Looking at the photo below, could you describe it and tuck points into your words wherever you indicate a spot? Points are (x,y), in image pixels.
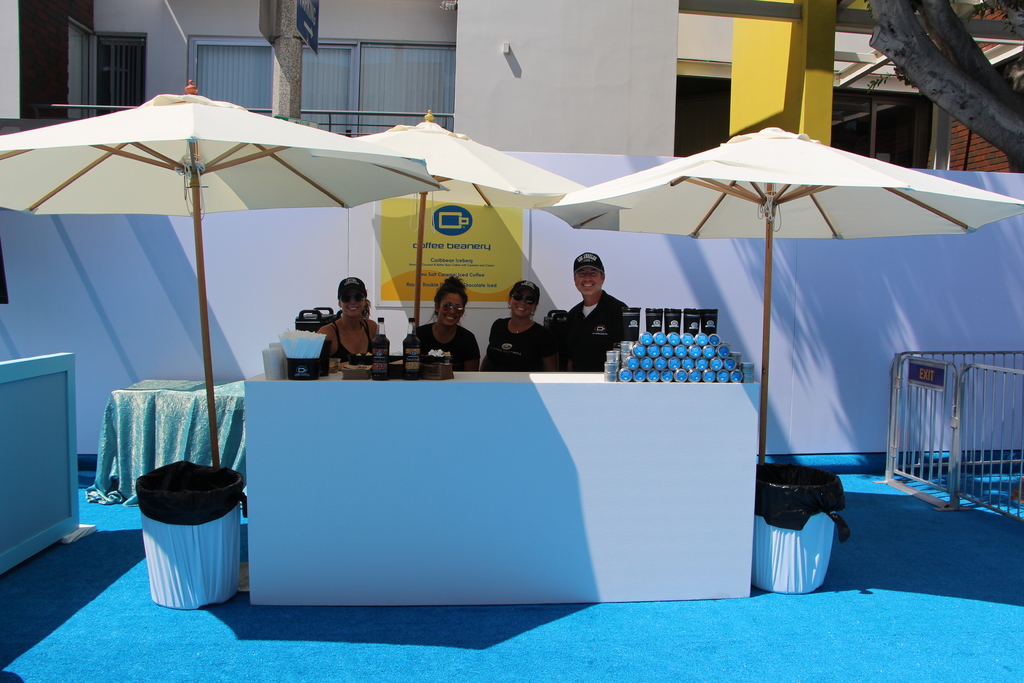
In this image i can see 3 woman (526,324) and a man (604,345) standing behind the desk (486,414), On the desk (528,416) i can see few objects (662,356) and few bottles (372,374) few tissues (300,352) and few other objects (314,359). In the background (312,80) i can see the building (302,75), the pillar (290,72), a tree (988,14), few tents (418,167), and few windows (320,92). I can see 2 dustbins (238,529) on the each side of the desk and the railing (954,439).
